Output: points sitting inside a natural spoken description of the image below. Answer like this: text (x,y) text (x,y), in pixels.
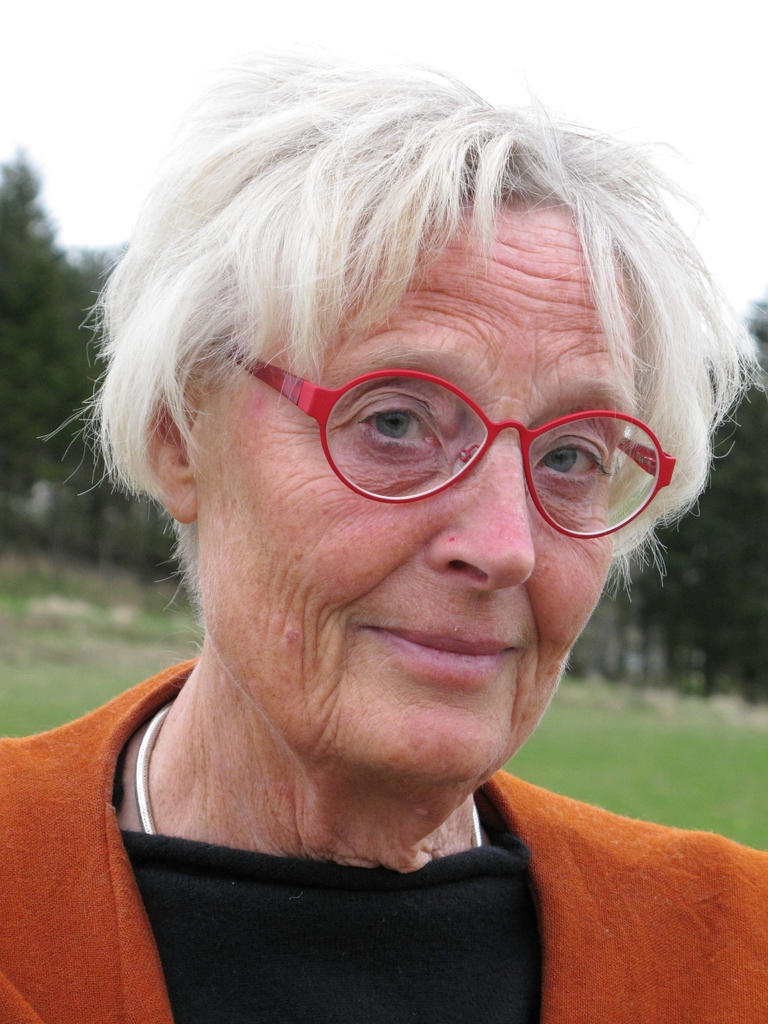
In this picture we can see a woman (538,641), she is smiling and she wore spectacles (535,491), in the background (690,765) we can see grass (645,701) and trees (728,560).
